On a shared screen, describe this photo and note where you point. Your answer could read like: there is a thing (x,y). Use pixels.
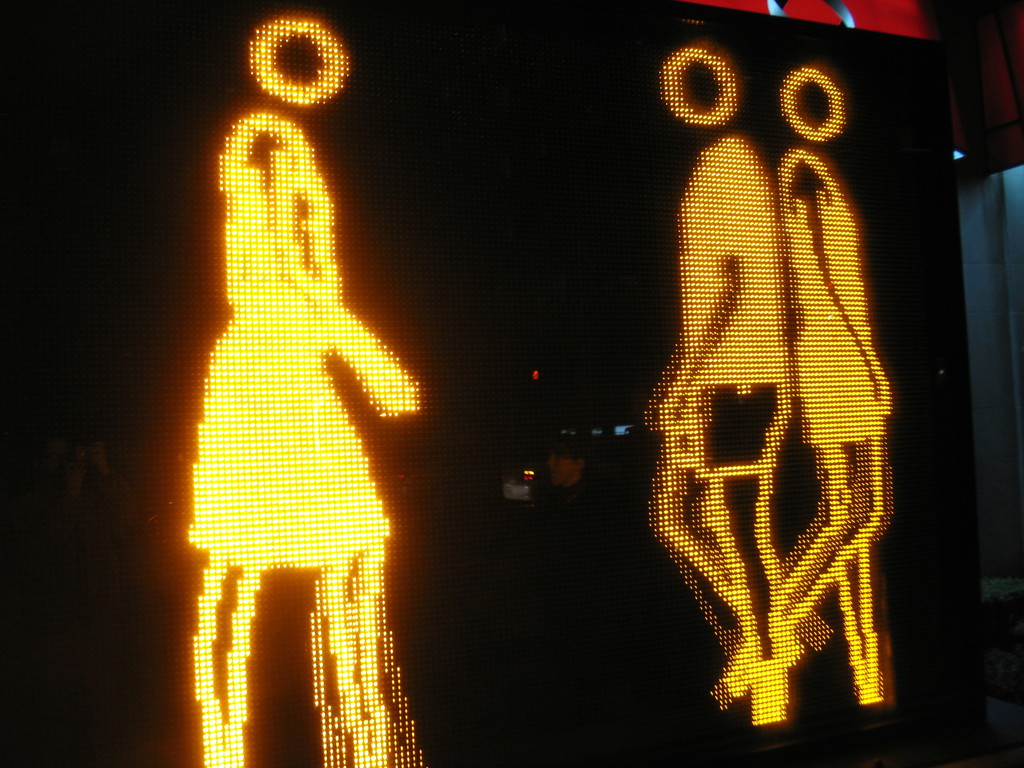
In this image as we can see the animation of a peoples (299,244) on the screen (564,362) in middle of this image (357,504).
